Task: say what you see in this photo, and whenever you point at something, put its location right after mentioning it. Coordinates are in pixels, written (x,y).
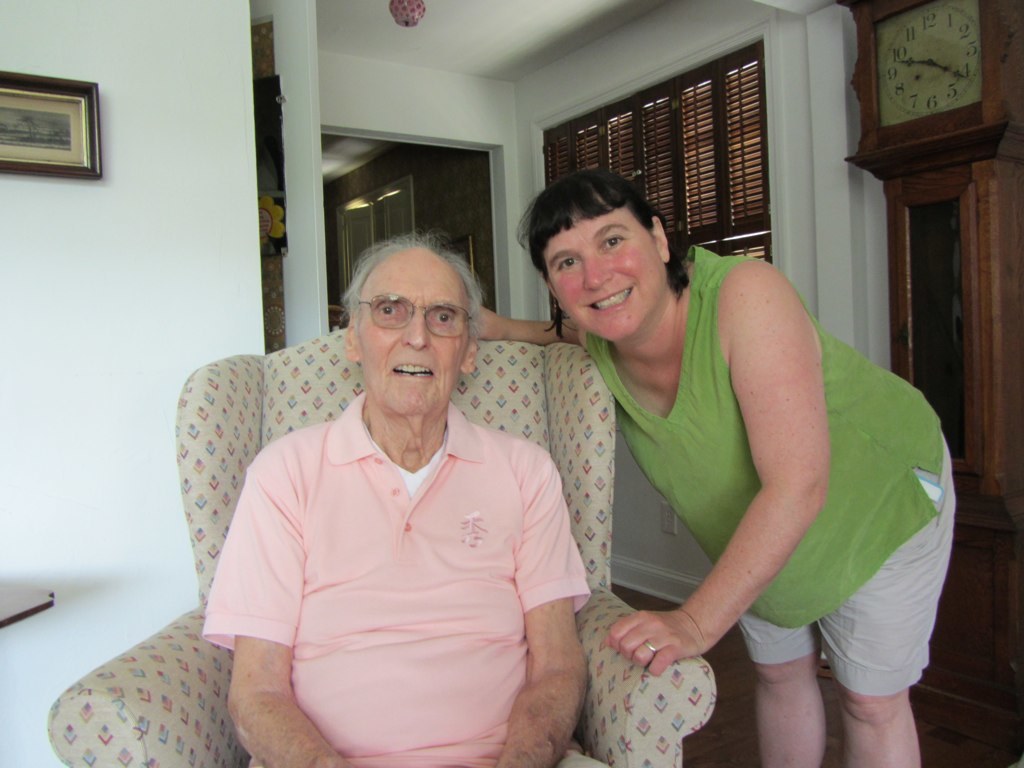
In this image we can see a man (378,516) is sitting on sofa (534,372). He is wearing pink color t-shirt (487,606) and a woman (885,521) is standing. She is wearing green color top (683,440) with shorts (785,636). Background of the image (77,155) we can see one frame (74,143) is attached to the wall (249,202) and one window (657,175) is there. Right side of the image (982,155) we can see one clock (961,214).
